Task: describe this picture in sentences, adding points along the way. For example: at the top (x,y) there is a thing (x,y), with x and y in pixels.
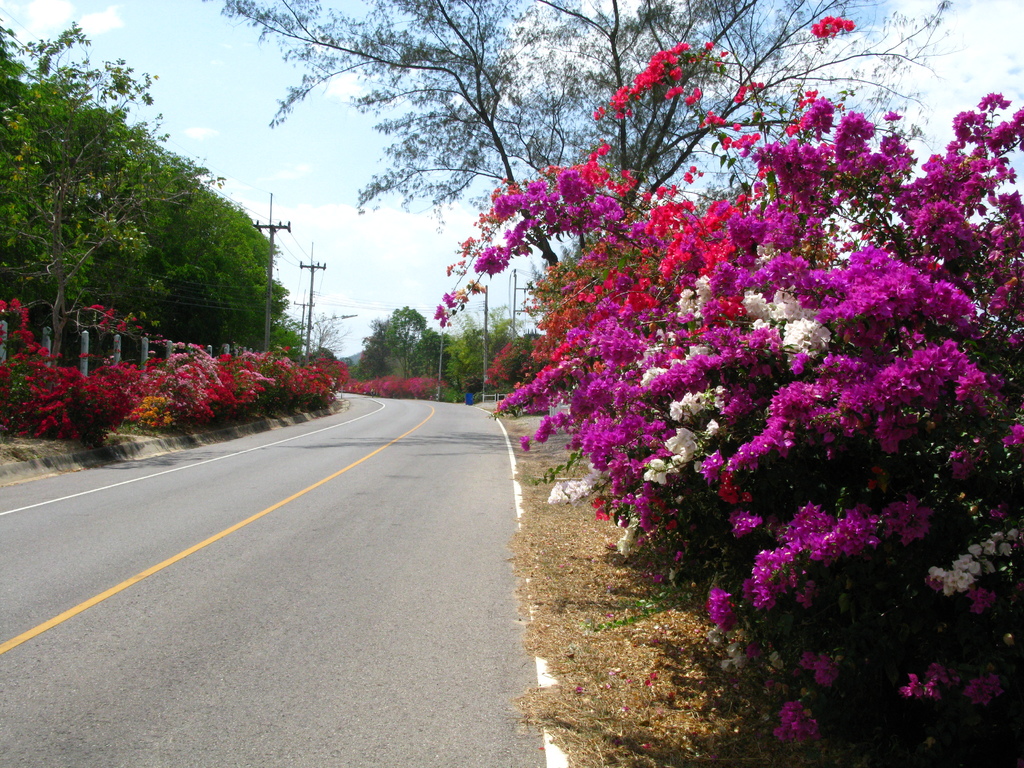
In this picture there are flower trees (719,355) on the right (719,355) and left side of the image (258,391), there is a road (39,545) in the center of the image (358,457).
